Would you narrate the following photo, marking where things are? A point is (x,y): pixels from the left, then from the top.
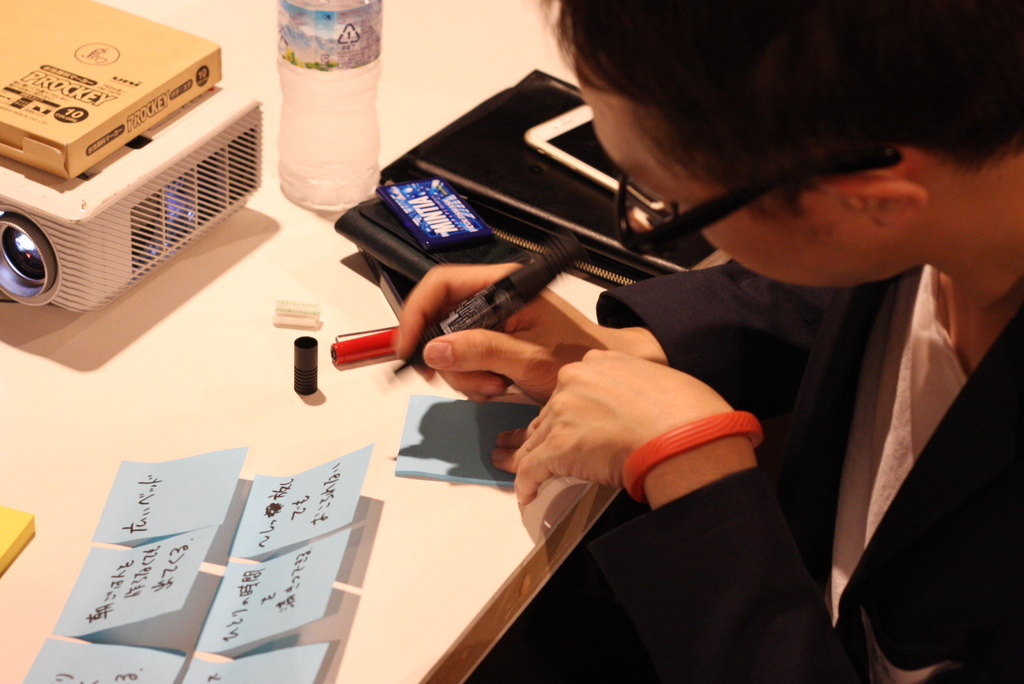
In this image on the right side (817,368), I can see a person (859,320). I can also see objects (304,473) on the table (358,424).
